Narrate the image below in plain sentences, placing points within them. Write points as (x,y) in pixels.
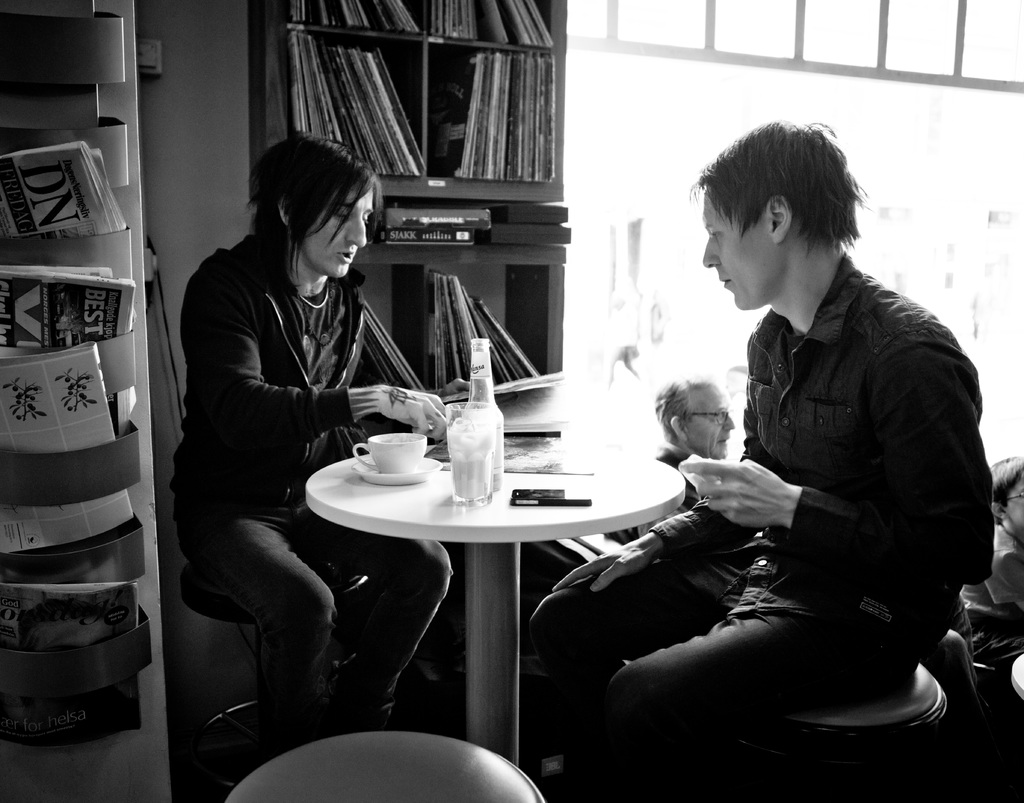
Two persons (291,327) are sitting on stools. There is a table (597,513). On the table (636,506) there is a bottle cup (411,450) and saucer (407,479) phone (539,500) and a book (547,430). Behind this person (286,311) there is a cupboard (404,90). There are books (391,84) on this cupboard (405,71). There are some racks (45,563). And some magazines (60,190) are kept over here. Some people (695,450) are sitting behind this people (944,501).
